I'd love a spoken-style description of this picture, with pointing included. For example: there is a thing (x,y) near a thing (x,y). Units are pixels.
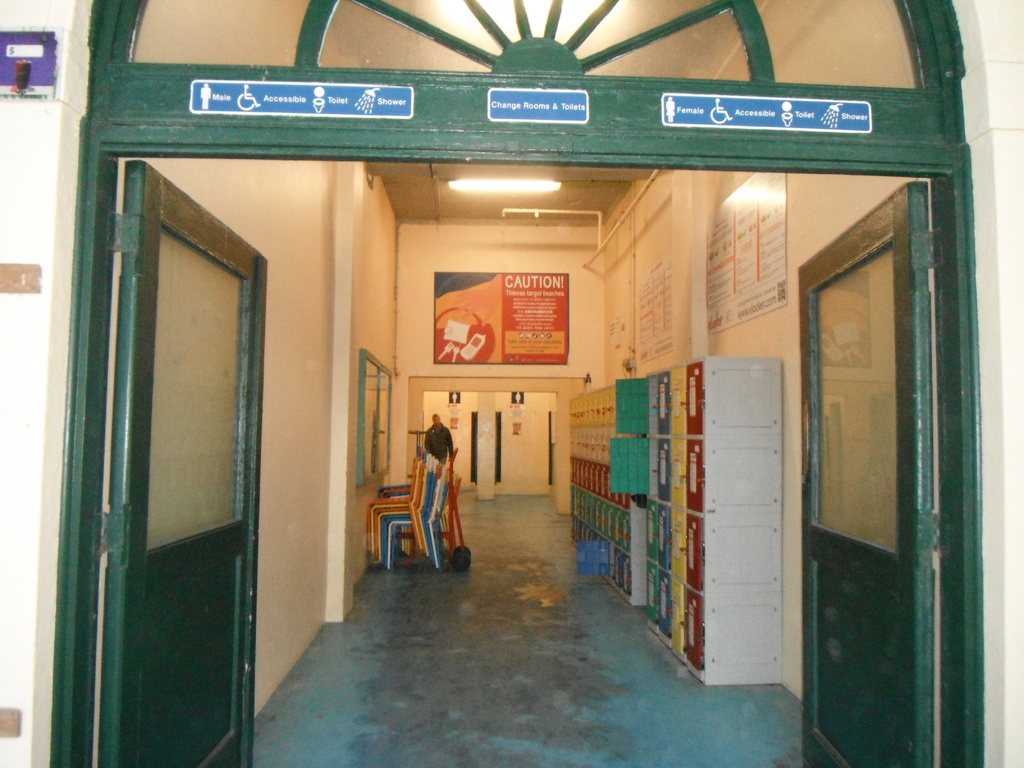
In this picture, we can see door (829,385) with some boards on it, and we can see ground (550,502) with some objects (660,520) like chairs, lockers (664,400), a person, and the wall (797,223) with posters (749,280) with some text (772,237) and images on it, we can see poles (552,213), and the roof (504,197) with lights (496,187).
